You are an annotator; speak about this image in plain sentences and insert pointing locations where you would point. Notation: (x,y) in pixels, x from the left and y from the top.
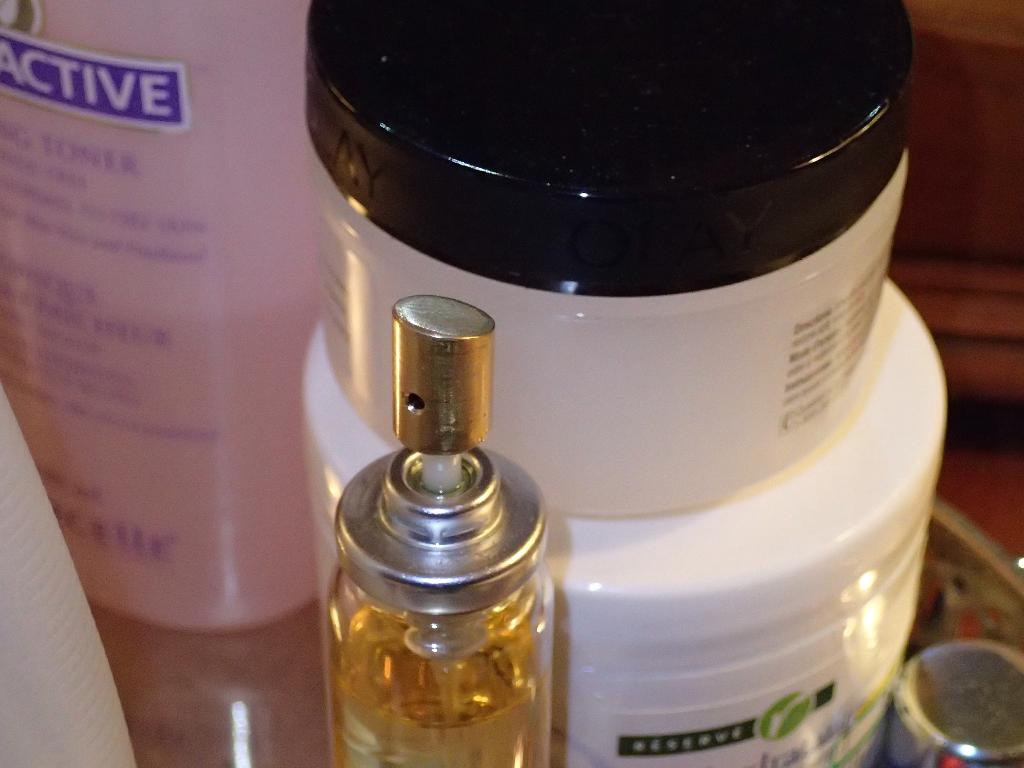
In this image there is one perfume bottle (456,536) and two boxes (708,513) one is of white colour and on top of this white colour box (734,590) another box (669,363) with black colour lid (673,251) and white colour container (658,373) there is one liquid bottle (207,344) with written in a name (34,91) active in blue in colour.
